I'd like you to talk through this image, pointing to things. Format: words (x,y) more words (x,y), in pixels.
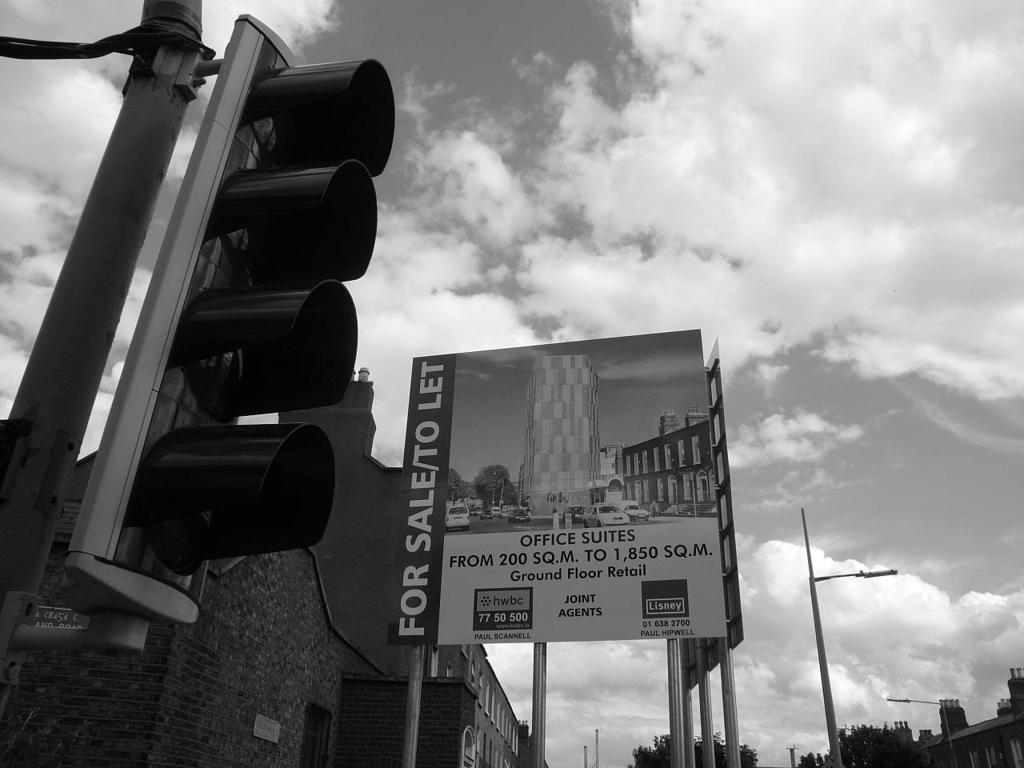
In this image I can see a traffic signal (319,349), background (536,358) I can see a board (549,349) attached to the pole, few buildings (359,498), trees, light poles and sky (910,260), and the image is in black and white.
